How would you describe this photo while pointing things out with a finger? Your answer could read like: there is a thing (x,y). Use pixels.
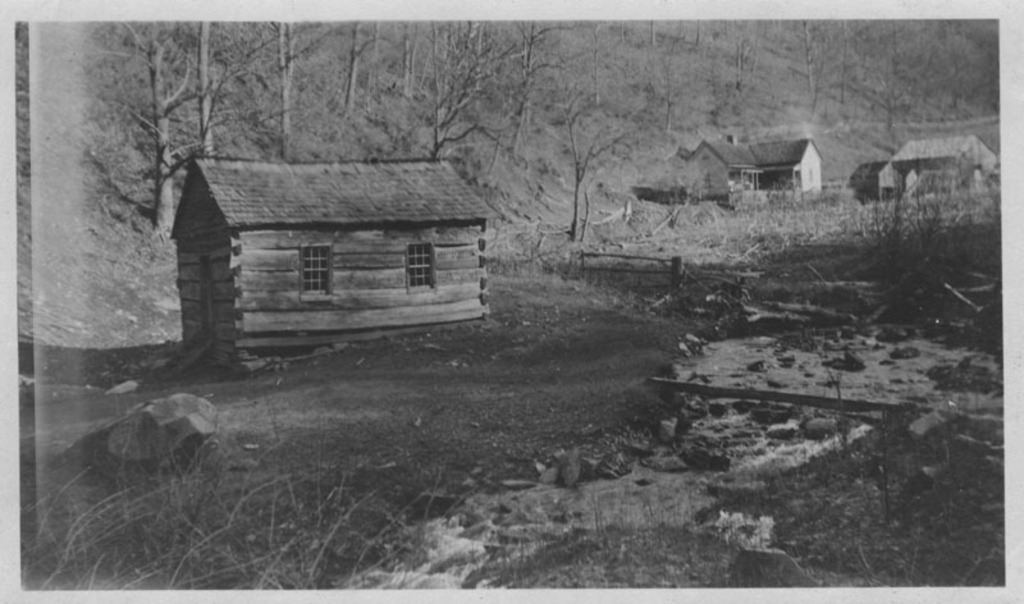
In this picture we can see stones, grass (884,422), water (773,404), houses (718,192), windows (425,249), wooden logs (351,279) and some objects (798,299) and in the background (701,38) we can see trees (526,89).
